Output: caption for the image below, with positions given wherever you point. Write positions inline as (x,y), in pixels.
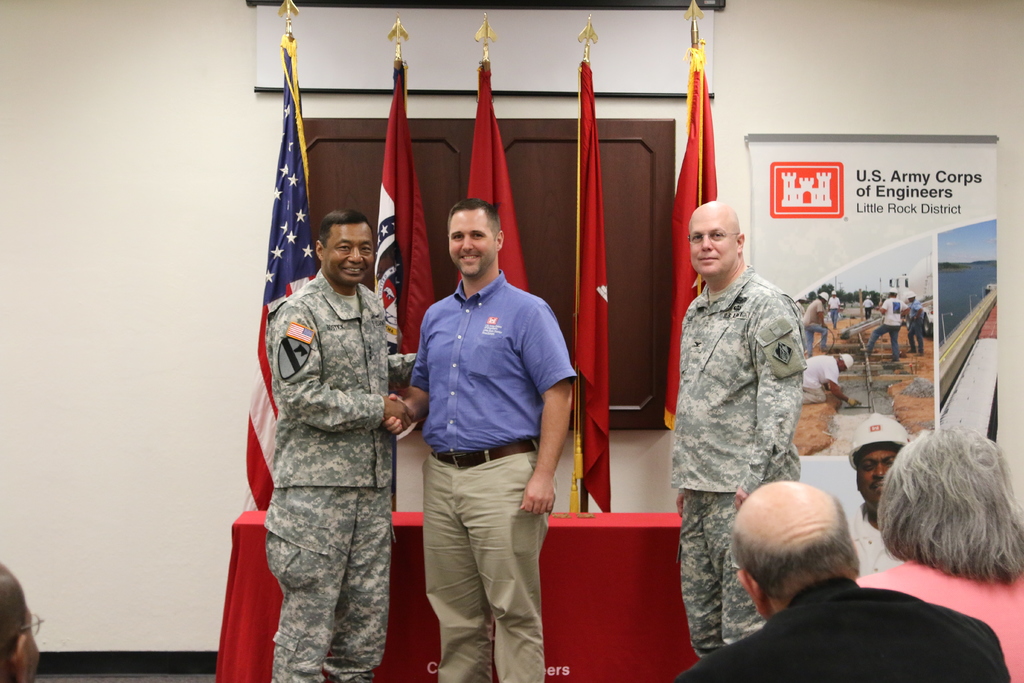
In this image we can see some persons (488,429), three people (513,422) were standing and remaining people (908,543) were sitting, there are some flags (413,234), in the background (822,134) there is a wall (825,106) and on the wall (445,105) there is a banner (828,206) with some text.
